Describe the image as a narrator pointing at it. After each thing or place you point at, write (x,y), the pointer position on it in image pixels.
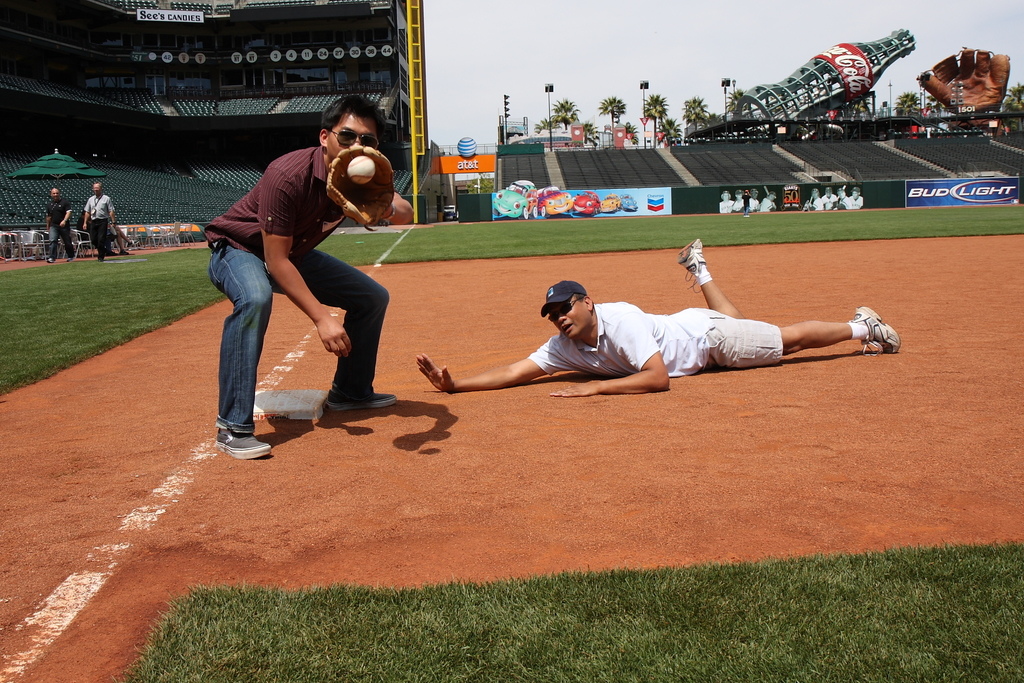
A man (272,222) is trying to catch the ball (370,179), another man (631,319) is lying in the ground (577,461), these is grass (711,591), there are chairs (155,185) and trees (695,111), this is bottle (792,84) and a sky (617,59).
